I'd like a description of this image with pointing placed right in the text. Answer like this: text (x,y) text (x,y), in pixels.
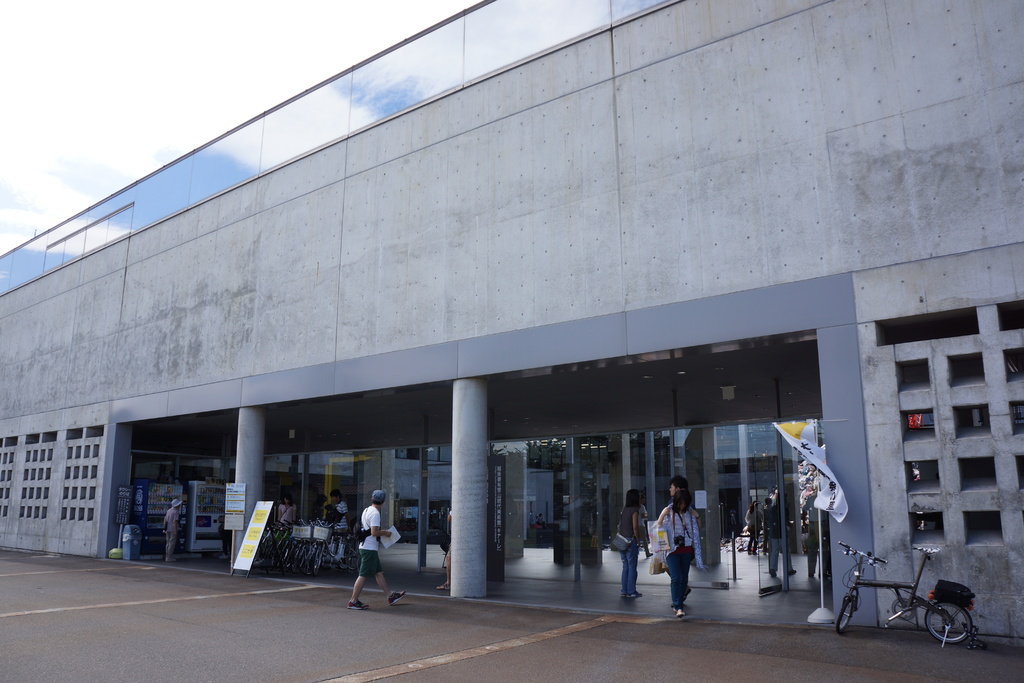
In this image I can see the ground (206,624), few persons (628,501) standing on the ground (645,559), few bicycles (856,566), few banners (252,553), a dustbin (129,547) and the building (248,317) which is grey in color. In the background (199,108) I can see the sky (160,70).
